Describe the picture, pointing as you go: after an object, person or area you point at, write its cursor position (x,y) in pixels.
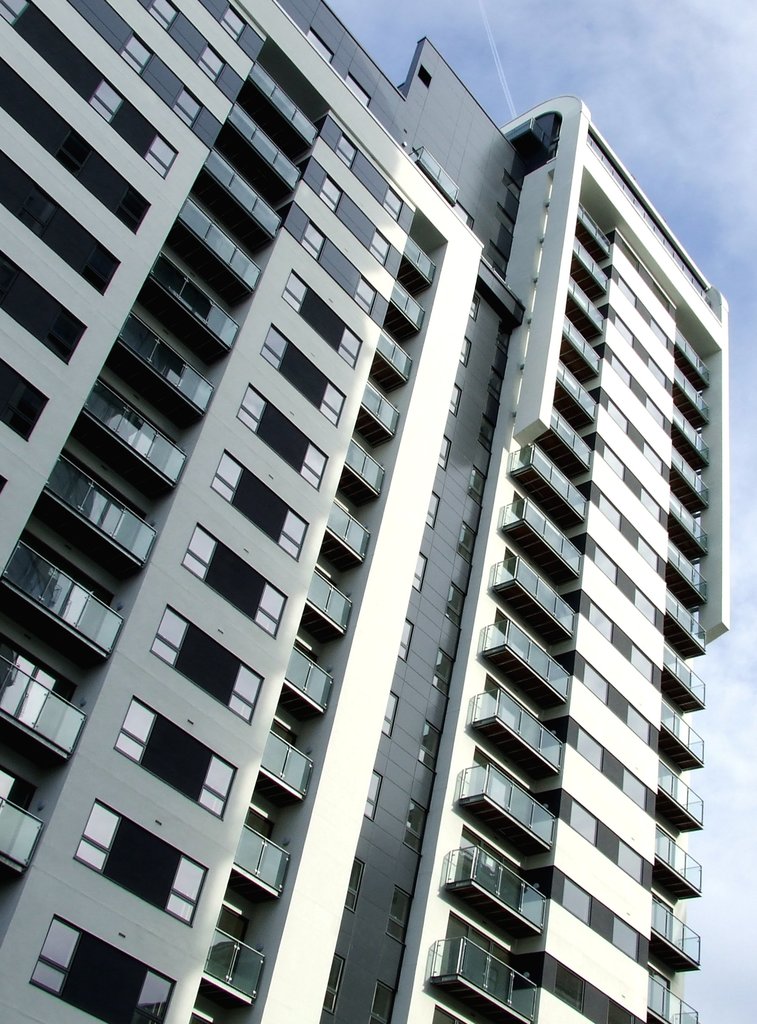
In this picture there is a building (304,443) which has few glasses (465,951) on it.
